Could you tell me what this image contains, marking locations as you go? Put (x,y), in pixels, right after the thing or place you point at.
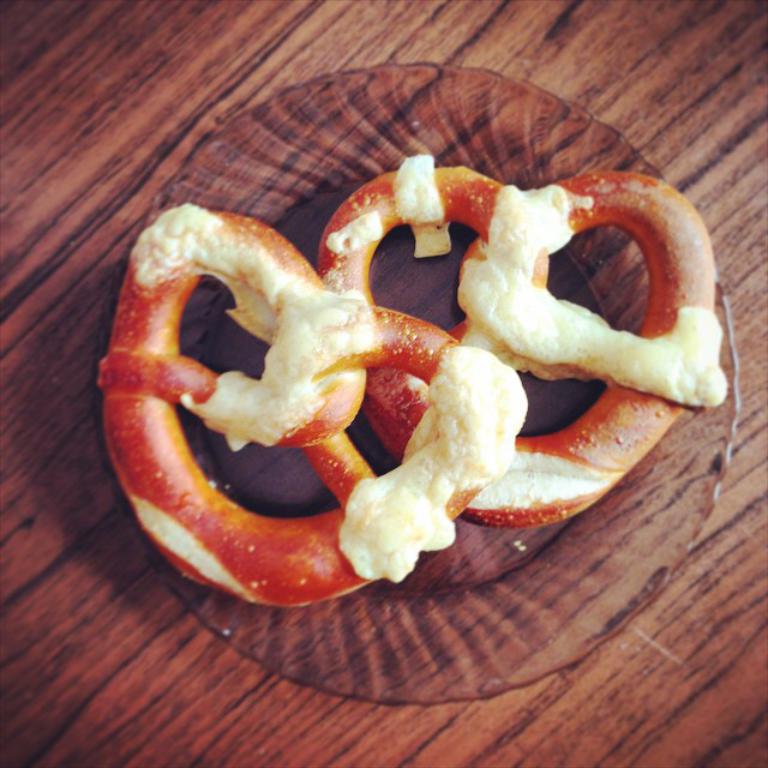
In this image there is a table (692,590) with a bowl (408,128) on it and there are two pretzels (412,391) in the bowl (412,647).
